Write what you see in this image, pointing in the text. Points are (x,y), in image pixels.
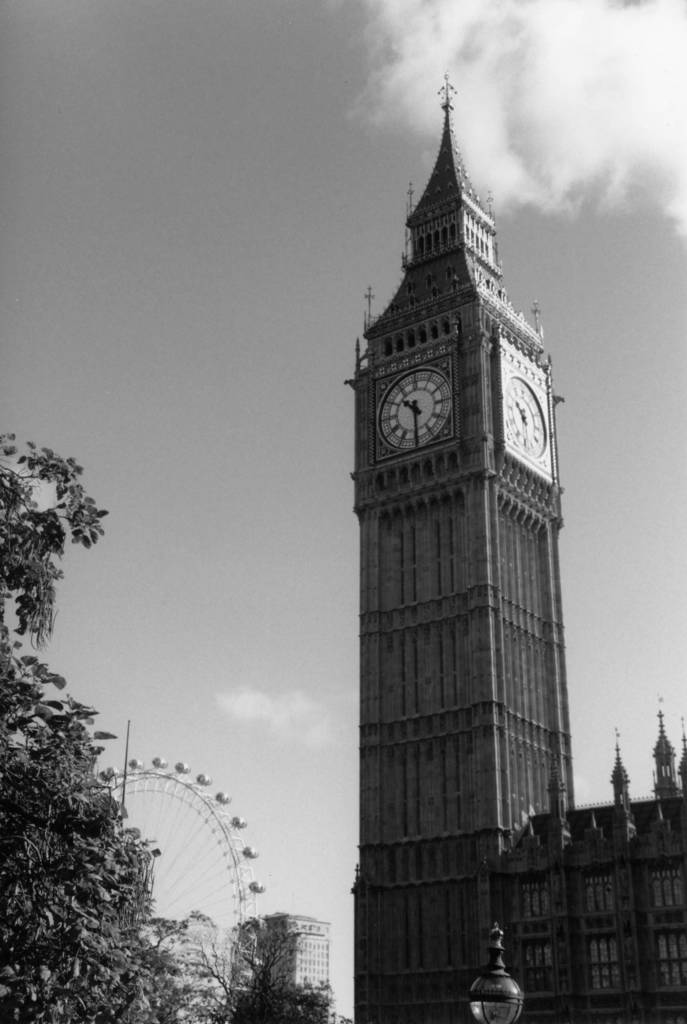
In this picture we can see clocks (520,417) on the building (443,680), and also we can see lights (477,984), trees (6,451) and a giant wheel (226,801).
